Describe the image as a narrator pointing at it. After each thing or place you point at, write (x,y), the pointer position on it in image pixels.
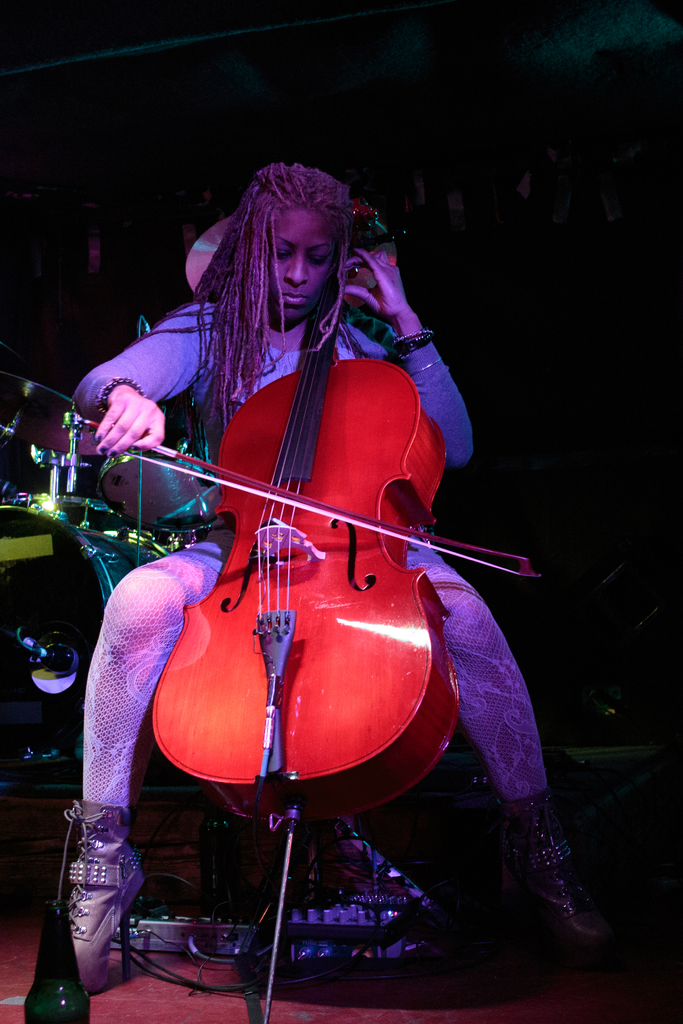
In the image we can see there is a woman (303,226) who is sitting and holding cello (347,388) in her hand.
